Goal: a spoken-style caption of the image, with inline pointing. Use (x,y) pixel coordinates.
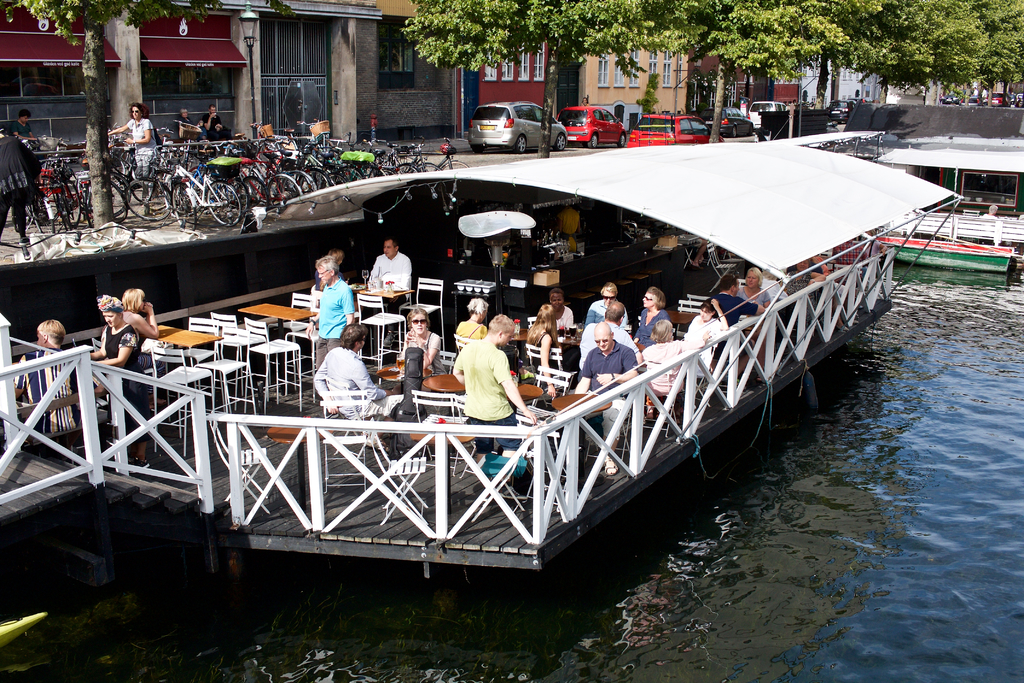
In this picture is a man (469,381) who is wearing green t-shirt (499,415), short (504,443) and shoe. He is standing near to the fencing (576,492). Here we can see group of persons (711,317) sitting on the chair (531,349). Here we can see a man (347,295) who is wearing spectacles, blue color shirt (333,312) and short (331,343). He is standing near to the table (268,312). Here we can see a white color shade (719,194). On the top left (199,203) we can see many bicycles (272,143) which is parked near to the tree (93,199). Here we can see two persons (219,123) sitting on the bench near to the street light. On the top (642,99) we can see many vehicles (777,110) and buildings (505,74). on the top right corner (757,13) we can see trees (923,50). On the bottom (502,662) there is a water (910,610). On the right (918,239) we can see green color boat (944,240).
